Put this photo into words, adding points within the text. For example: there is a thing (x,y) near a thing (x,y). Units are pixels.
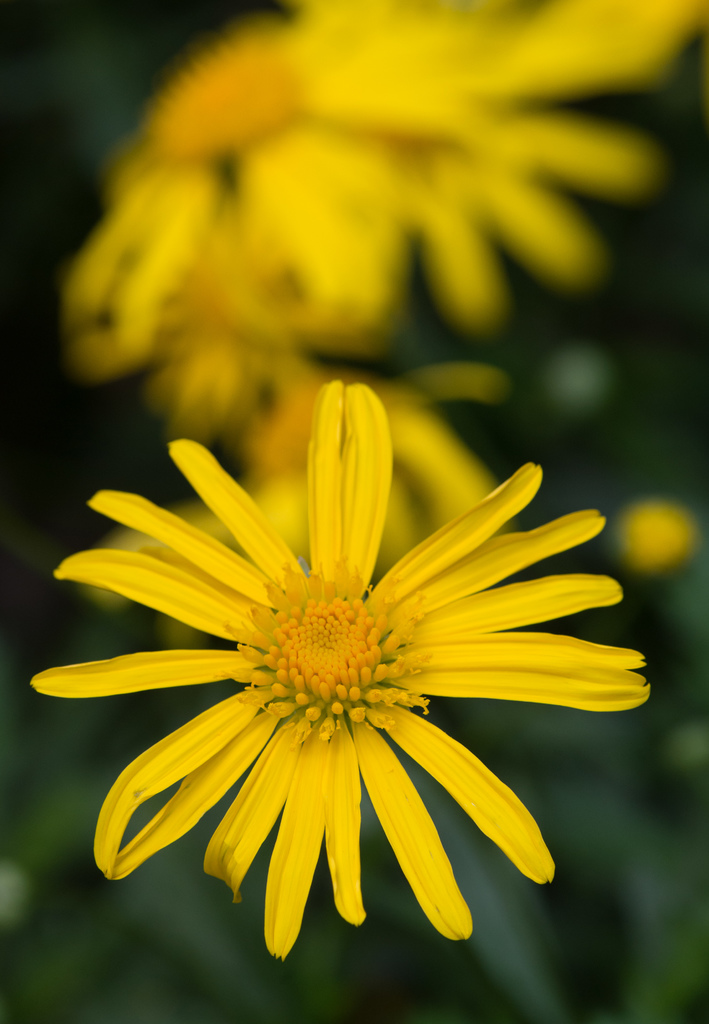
In this image we can see flowers (359,139) which are in yellow color.
